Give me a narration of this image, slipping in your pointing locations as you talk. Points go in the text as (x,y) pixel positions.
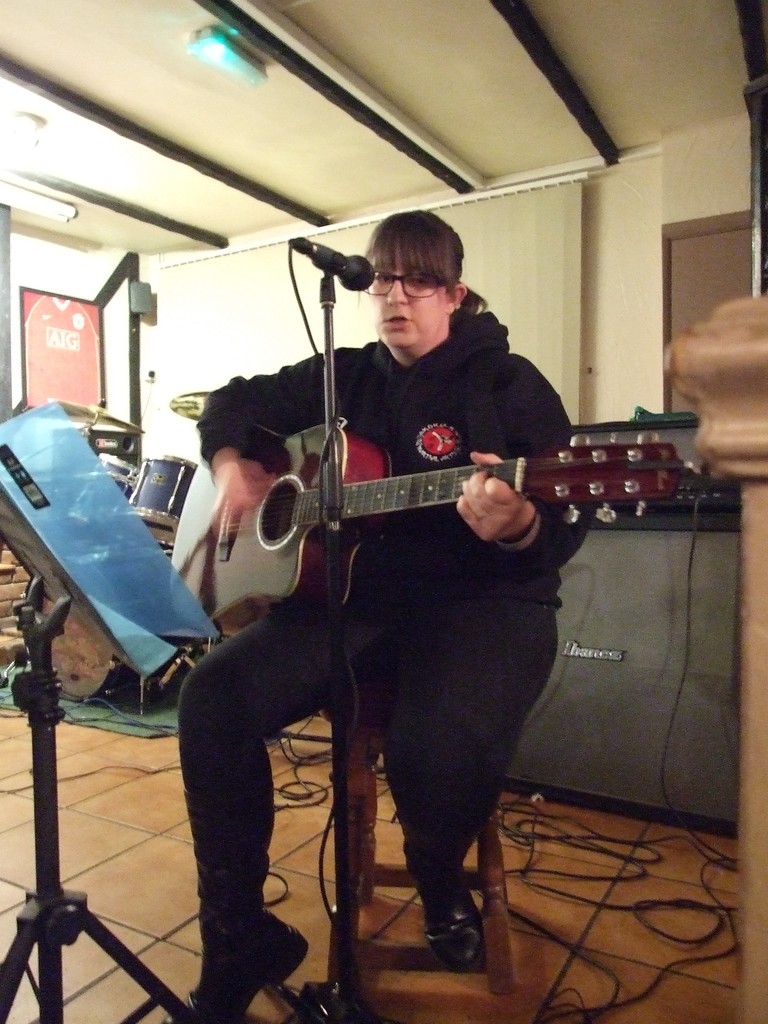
In this picture we can see a woman (308,706) who is sitting on the chair (360,852). She is playing guitar (503,468). And this is mike (330,268). On the background (629,200) there is a wall (644,248). And this is frame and these are some musical instruments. And there is a light (25,122).
